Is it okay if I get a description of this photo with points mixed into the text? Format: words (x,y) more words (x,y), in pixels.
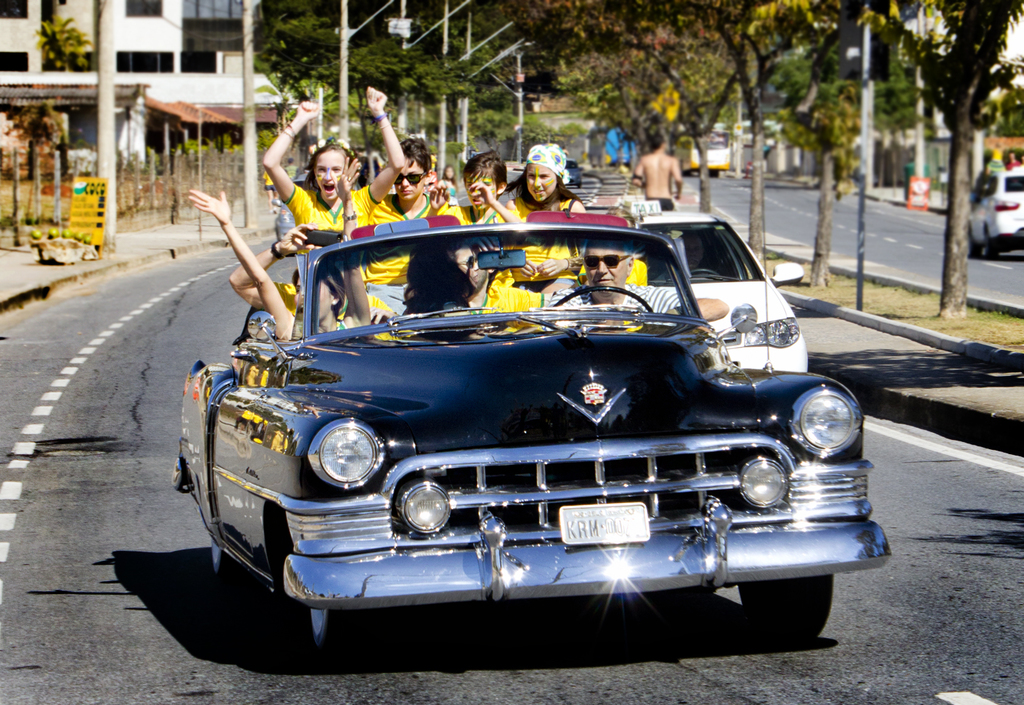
This image consists of a car (429,545) in black color. In which there are many people (544,191) sitting. Most are wearing yellow T-shirts (500,292). At the bottom (105,654), there is a road (74,663). To the right (814,109), there are many trees (700,122). To the left (58,88), there are buildings (58,88).
